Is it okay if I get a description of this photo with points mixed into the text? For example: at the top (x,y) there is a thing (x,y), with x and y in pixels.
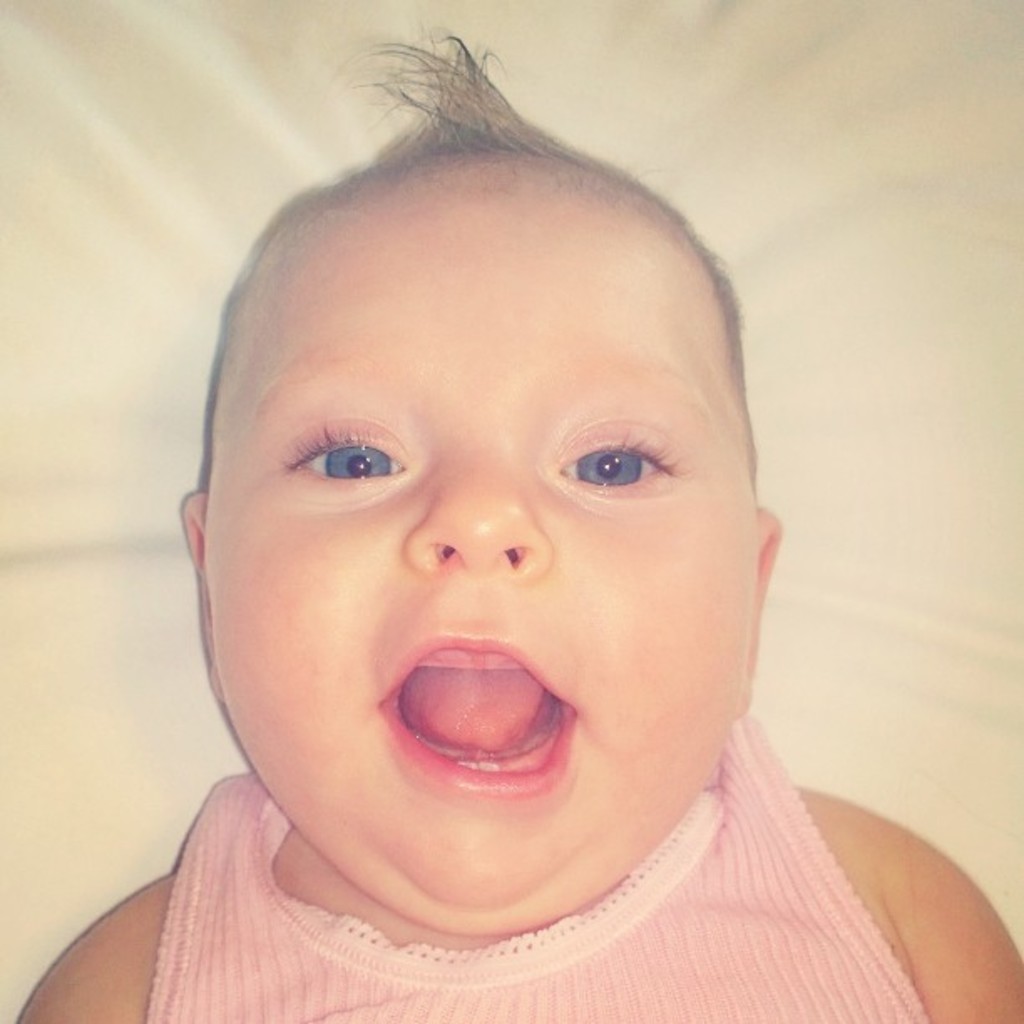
In this image, we can see a baby (538,702) lying on a cloth (416,35).
